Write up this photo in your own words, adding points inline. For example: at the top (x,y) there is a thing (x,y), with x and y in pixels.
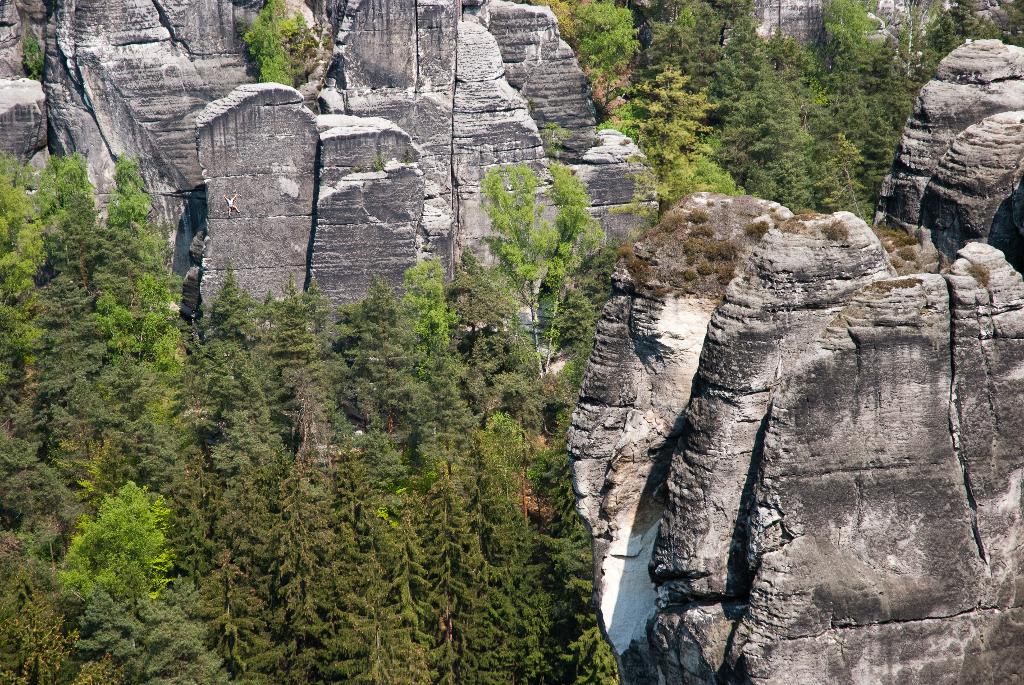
In the foreground of this picture (741,477), there are many trees (692,136) and cliffs (976,152).
